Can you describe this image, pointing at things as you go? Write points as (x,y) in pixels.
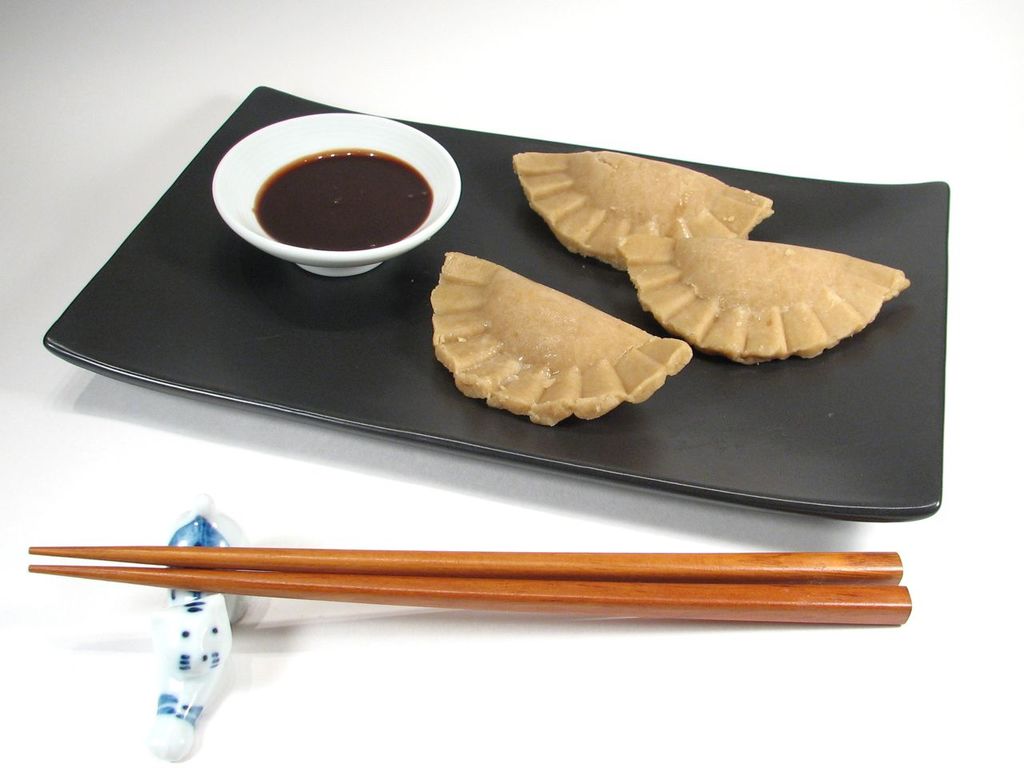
In the image we can see there is a tray (735,431) on which there are momos (596,310) and in a bowl (331,257) there is a sauce (361,232) and chopsticks (507,569) kept on the table (643,530).
